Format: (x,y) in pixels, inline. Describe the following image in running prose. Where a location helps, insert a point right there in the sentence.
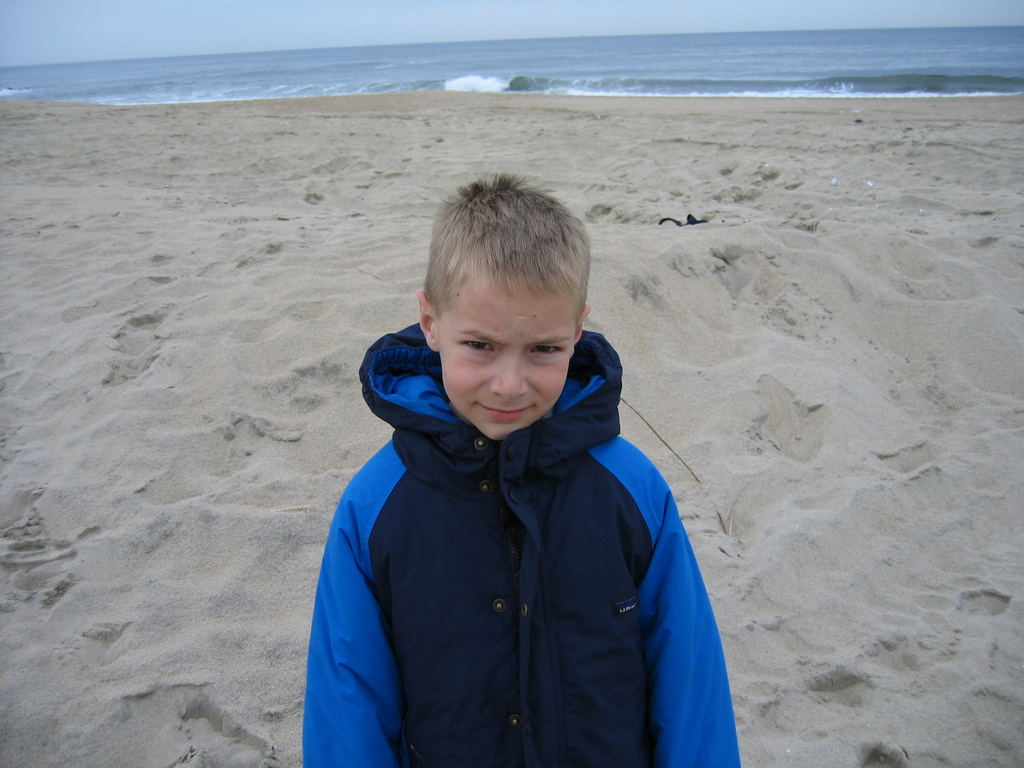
This picture is clicked outside. In the foreground (592,633) there is a kid (437,315) standing. In the background (893,243) we can see the sky (365,26), water body (382,45) and the sand (793,272).
